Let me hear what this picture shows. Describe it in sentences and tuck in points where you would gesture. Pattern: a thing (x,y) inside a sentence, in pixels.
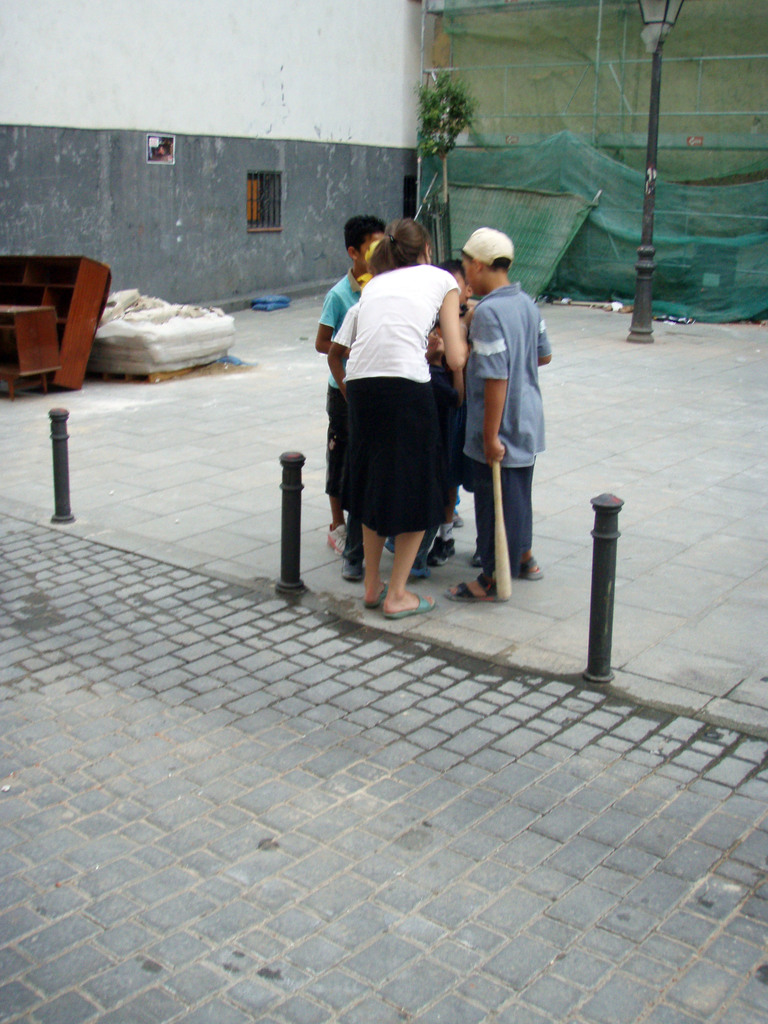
In the center (440,430) we can see few persons (422,282) were standing holding bat (496,495). Back we can see wall (89,176), plant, sheet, net (587,168), streetlight (651,107) and few more objects (21,314) around them.
